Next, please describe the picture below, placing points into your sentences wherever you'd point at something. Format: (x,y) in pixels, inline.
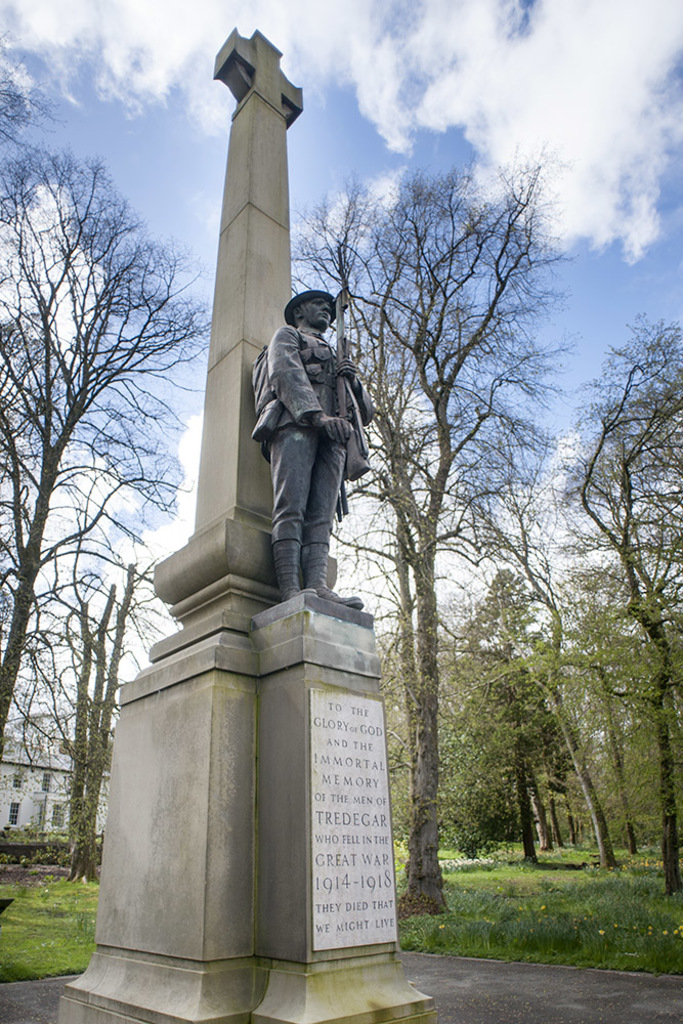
In this picture I can see a statue (281,428) of a person (287,473). In the background (461,391) I can see trees (406,813), building (63,767), grass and the sky (461,378). Here I can see a memorial stone (289,788) on which something written on it.
